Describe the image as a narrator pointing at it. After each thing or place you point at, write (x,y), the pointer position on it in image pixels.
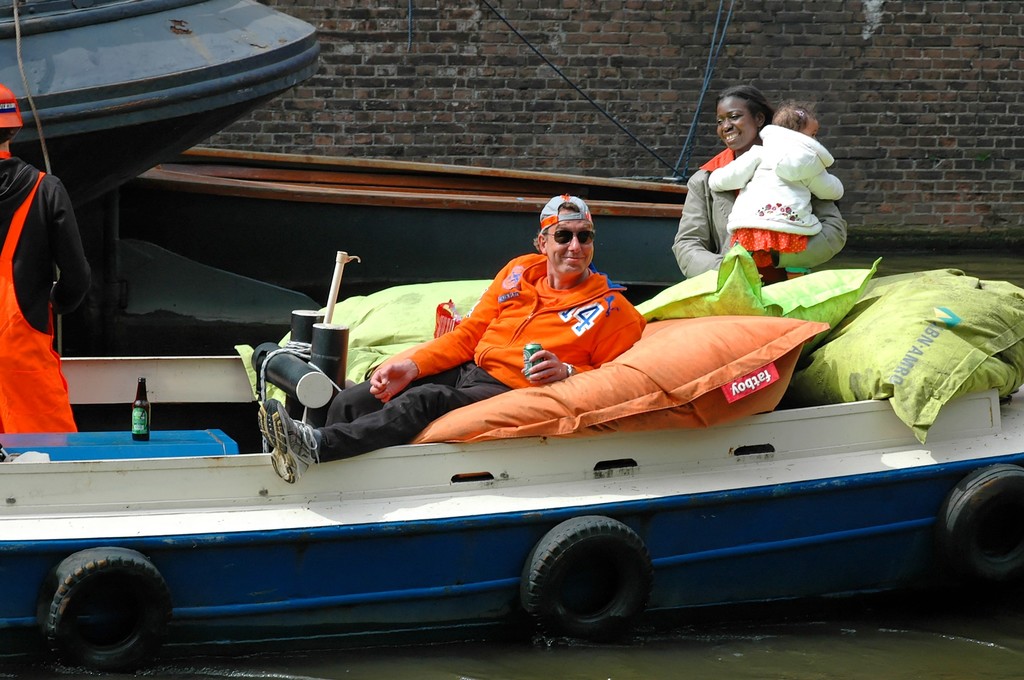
In this image I can see a person (511,388) wearing a orange color jacket (574,321), sitting on the boat (407,461) and I can see a blue color boat (672,559) in the middle (610,426), on the boat (784,427) I can see colorful bean bags (870,363) and on the boat (835,462) I can see a woman (728,212) carrying a baby (755,195) and she is smiling, at the top (580,71) I can see the bricks wall (503,122) and on the left side (70,234) I can see a person (5,327) wearing orange color overalls (61,367).
